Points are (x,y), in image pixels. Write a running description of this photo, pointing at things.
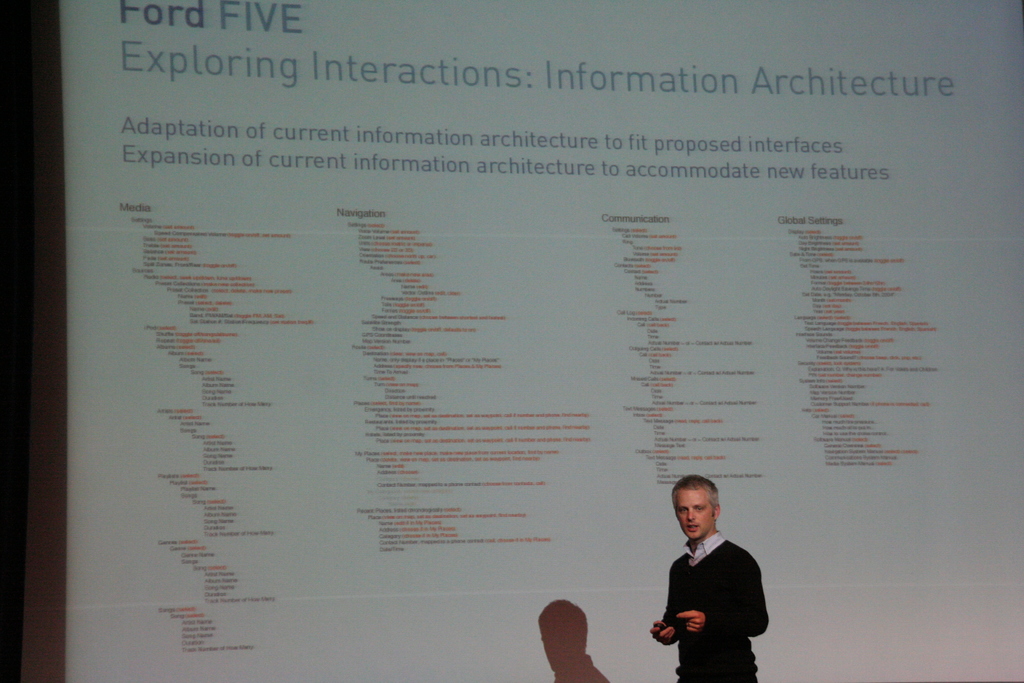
In the picture we can see a man (682,634) standing and giving a seminar and behind him we can see a screen (903,596) with some information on it and a man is wearing a black shirt (690,648).
